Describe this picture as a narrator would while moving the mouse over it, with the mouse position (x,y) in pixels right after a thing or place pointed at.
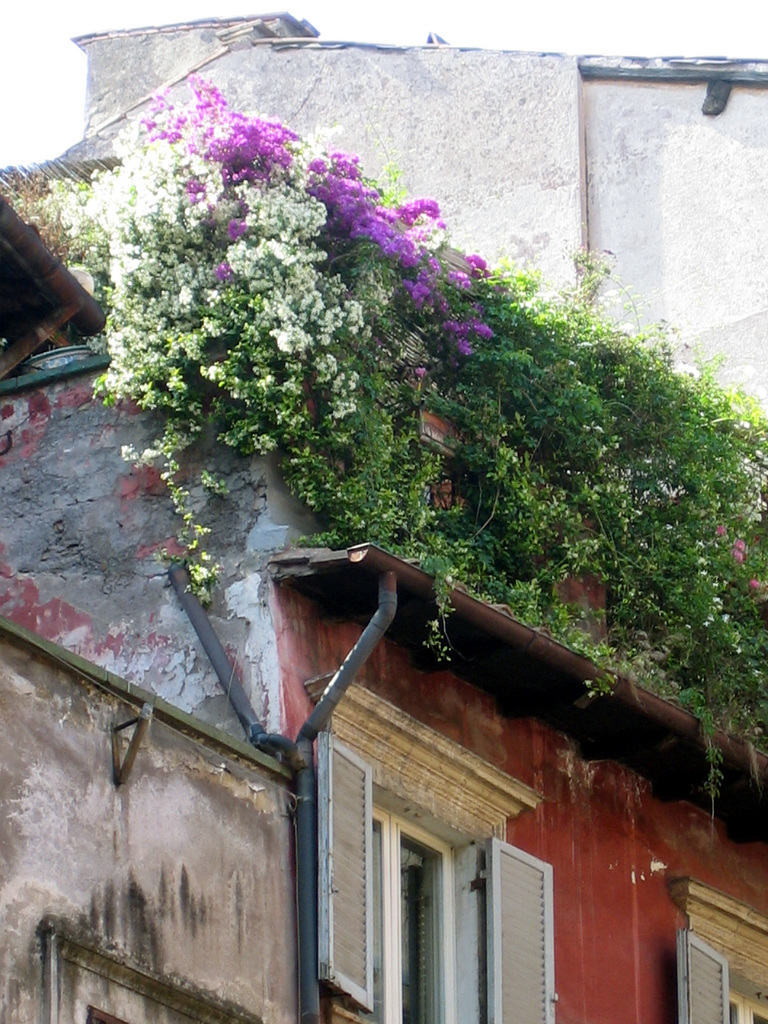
In this image we can see a building (367,759), there are some windows (422,834), plants (423,446), flowers (135,317) and a pole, also we can see the wall (540,153) and the sky (115,13).
